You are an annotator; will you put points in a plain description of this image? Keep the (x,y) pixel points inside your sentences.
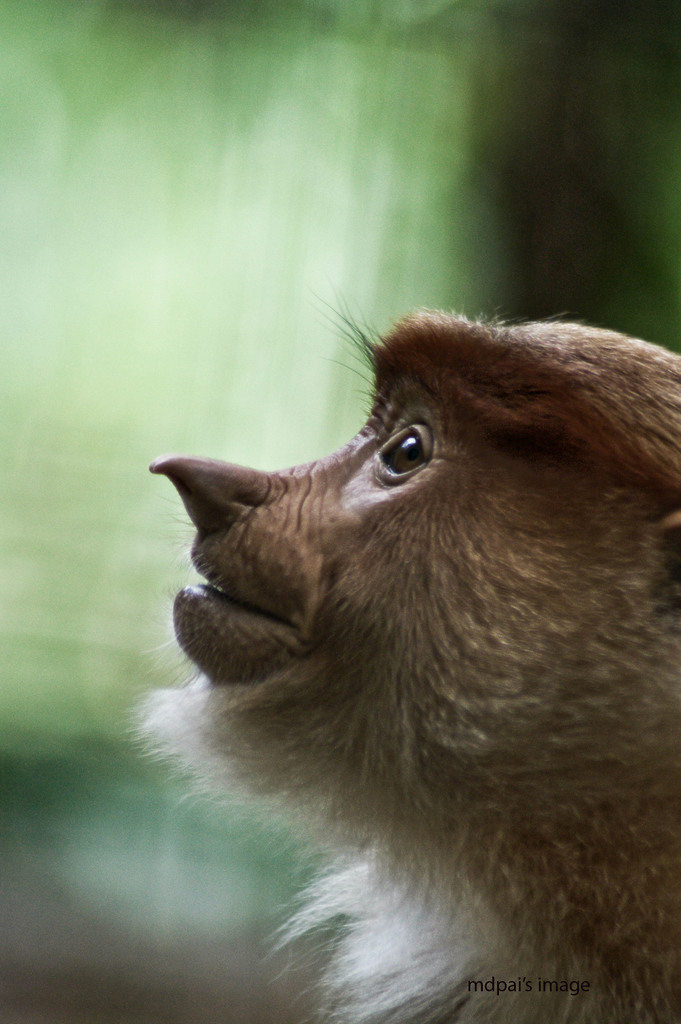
In the picture I can see a monkey (422,743). The background of the image (378,263) is blurred.
